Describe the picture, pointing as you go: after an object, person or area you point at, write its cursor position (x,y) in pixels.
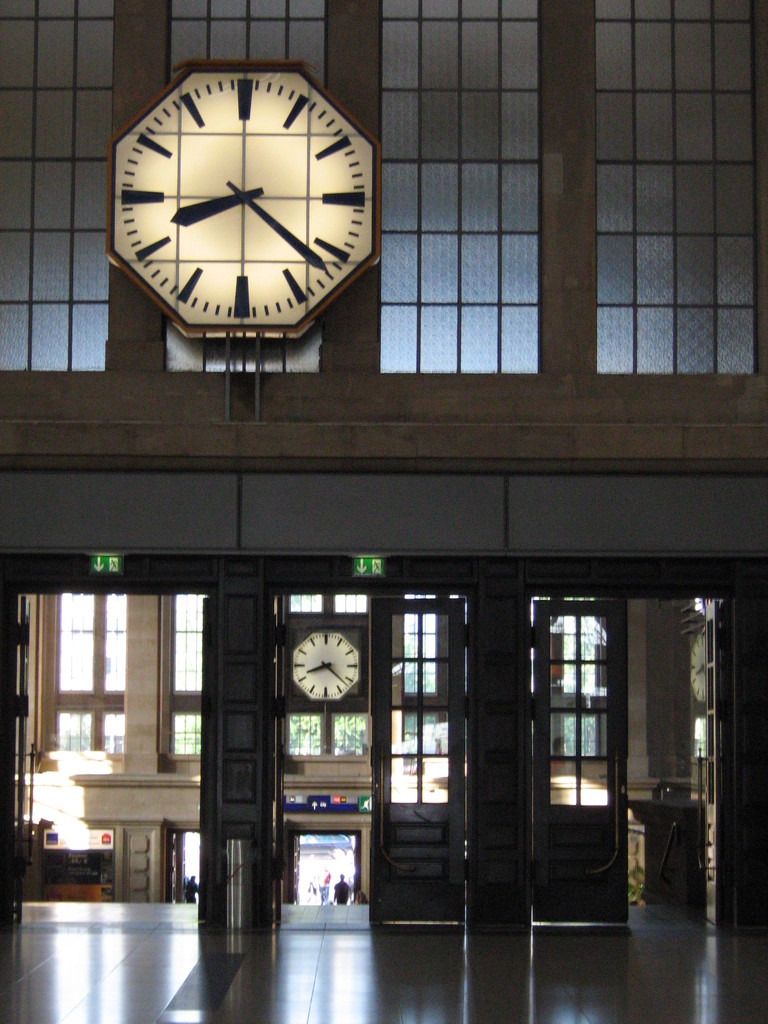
Inside a building (165,424) there is a big clock (182,219) kept in front of the windows (435,301) and below that there are doors (561,773) and there is another clock (294,673) kept in front of one of the window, behind the doors (273,799) there is some architecture (308,729).
